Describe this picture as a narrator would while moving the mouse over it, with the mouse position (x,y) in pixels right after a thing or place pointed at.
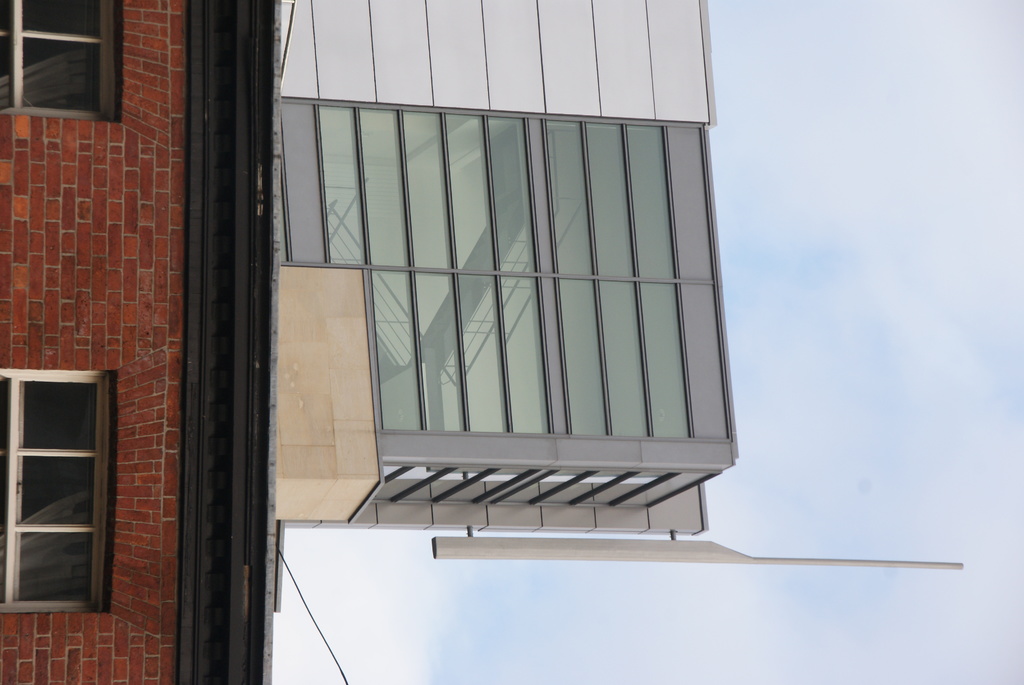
In this image I can see a building (214,200), two windows (106,30) and a wire (309,609). On the right side of this image (775,97) I can see clouds (855,138) and the sky (729,314).
